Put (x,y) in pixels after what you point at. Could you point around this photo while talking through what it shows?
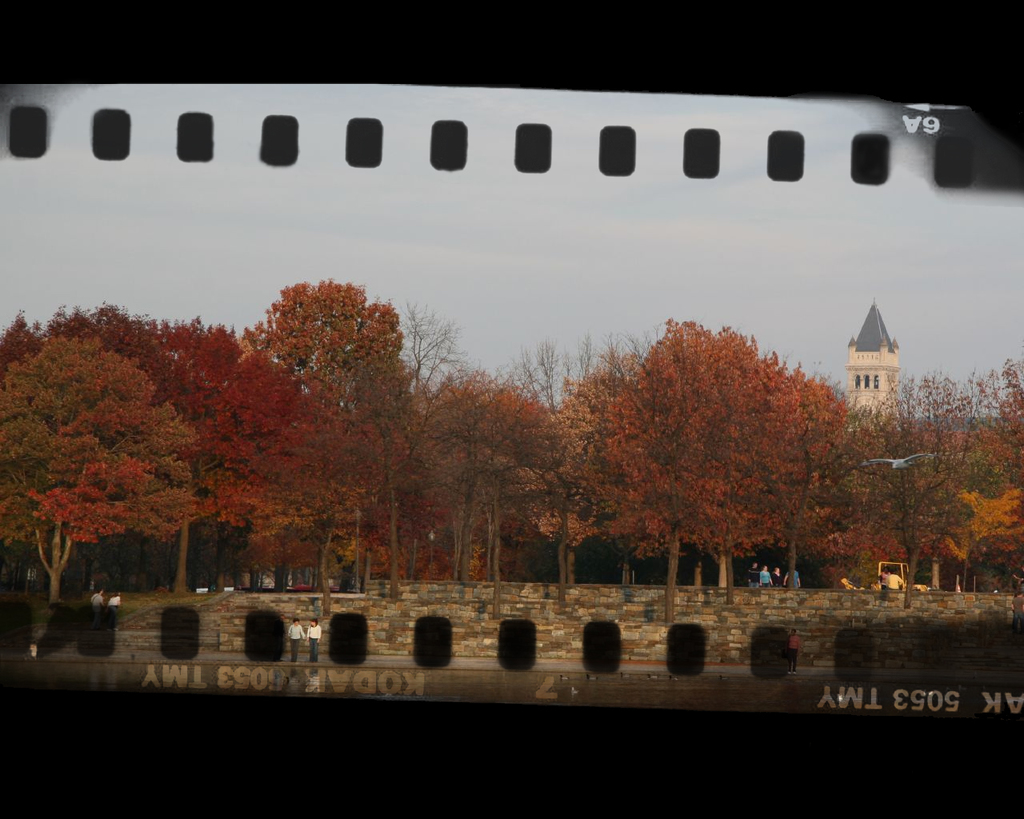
This picture seems to be an edited image. In the center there are two persons (292,639) seems to be standing on the ground (920,670) and we can see the group of people (760,586) and we can see the trees (746,481), stairs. In the background (542,236) there is a sky (531,245) and a spire (886,340). At the bottom (987,701) we can see the text (157,681) on the image.
